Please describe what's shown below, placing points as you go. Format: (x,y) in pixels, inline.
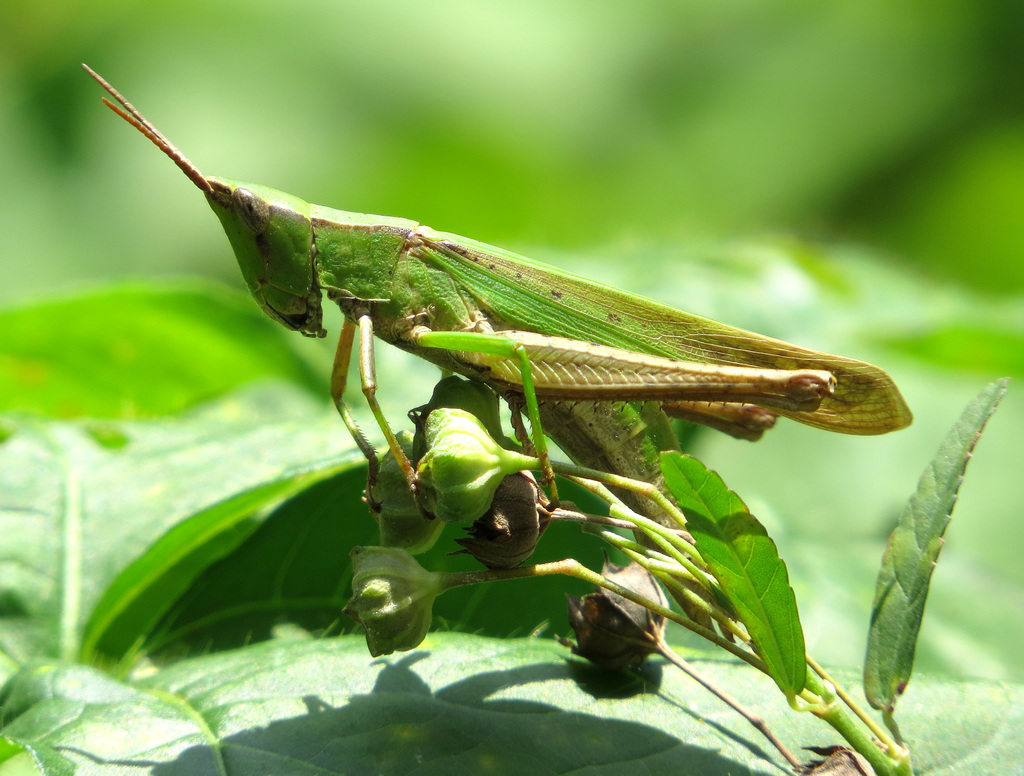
In this picture there is a Grasshopper (514,316) on a plant (405,579) and there are few green leaves (278,749) below it.
